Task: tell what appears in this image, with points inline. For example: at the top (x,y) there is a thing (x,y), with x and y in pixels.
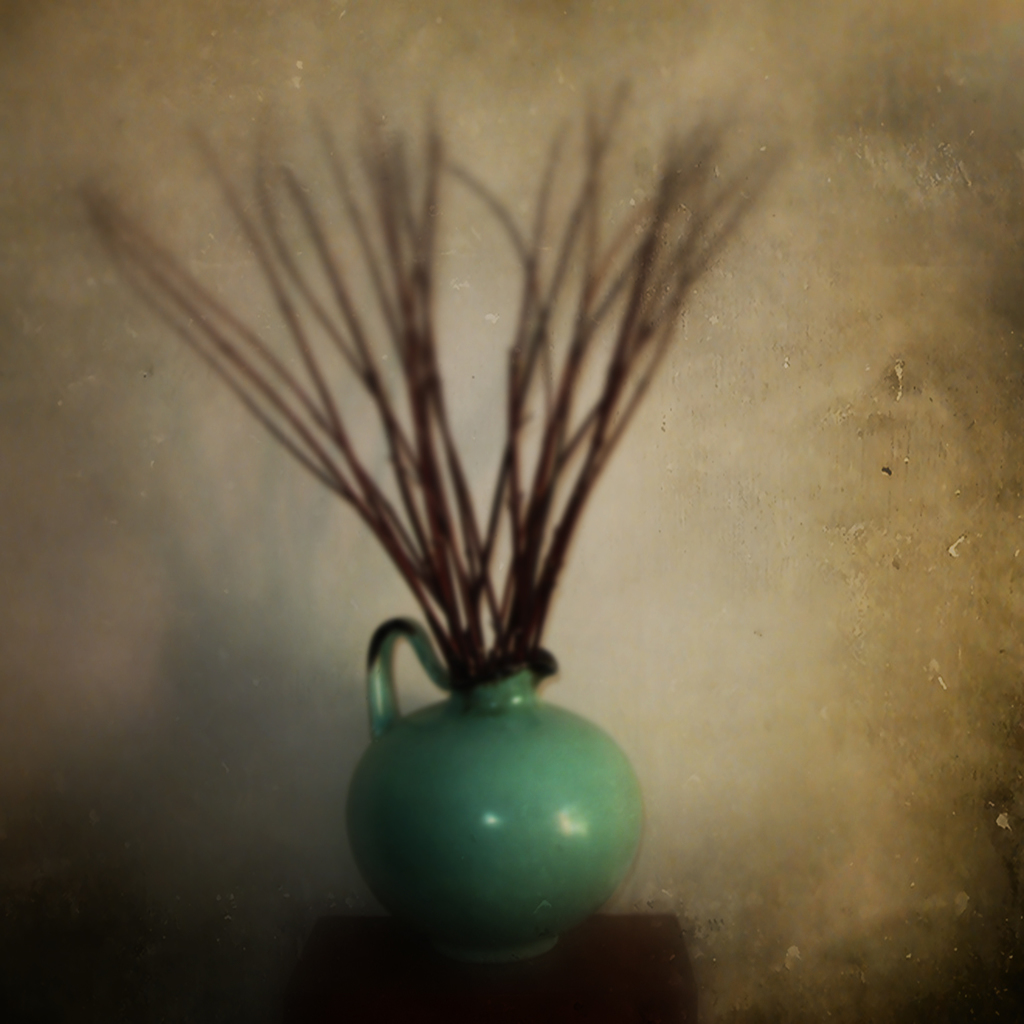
In this image we can see a flower vase (398,763) which is of green color and there is plant (529,576) in it.
